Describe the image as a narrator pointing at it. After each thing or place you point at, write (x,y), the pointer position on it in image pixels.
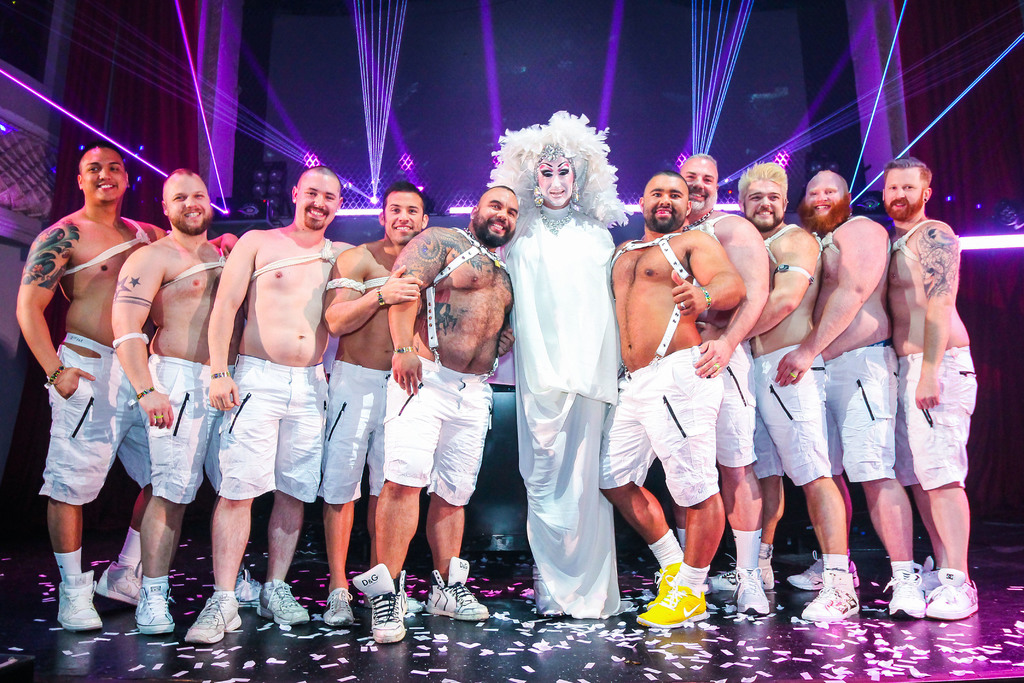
In this image we can see a group of people (897,524) taking a photograph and middle person (579,606) wore a different type of dress (572,219).
